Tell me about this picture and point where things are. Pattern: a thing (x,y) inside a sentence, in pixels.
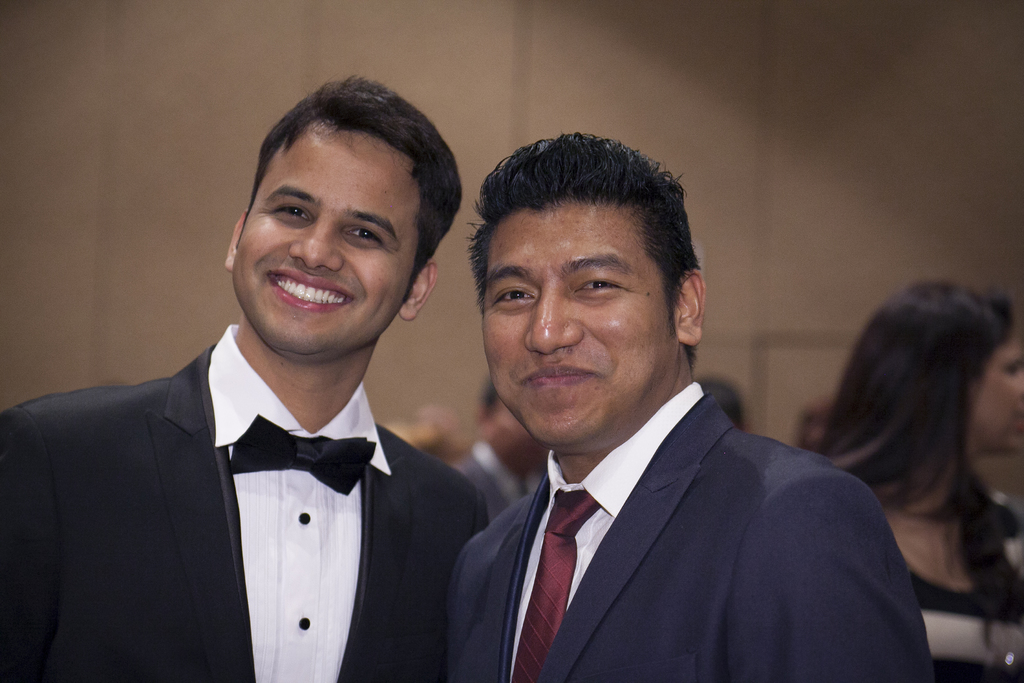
Here I can see two men (277,345) wearing suits (701,492), smiling and giving pose for the picture. On the right side (860,430) there is a woman (969,512). In the background (512,460), I can see some more people (481,449) and also there is a wall (658,97).
